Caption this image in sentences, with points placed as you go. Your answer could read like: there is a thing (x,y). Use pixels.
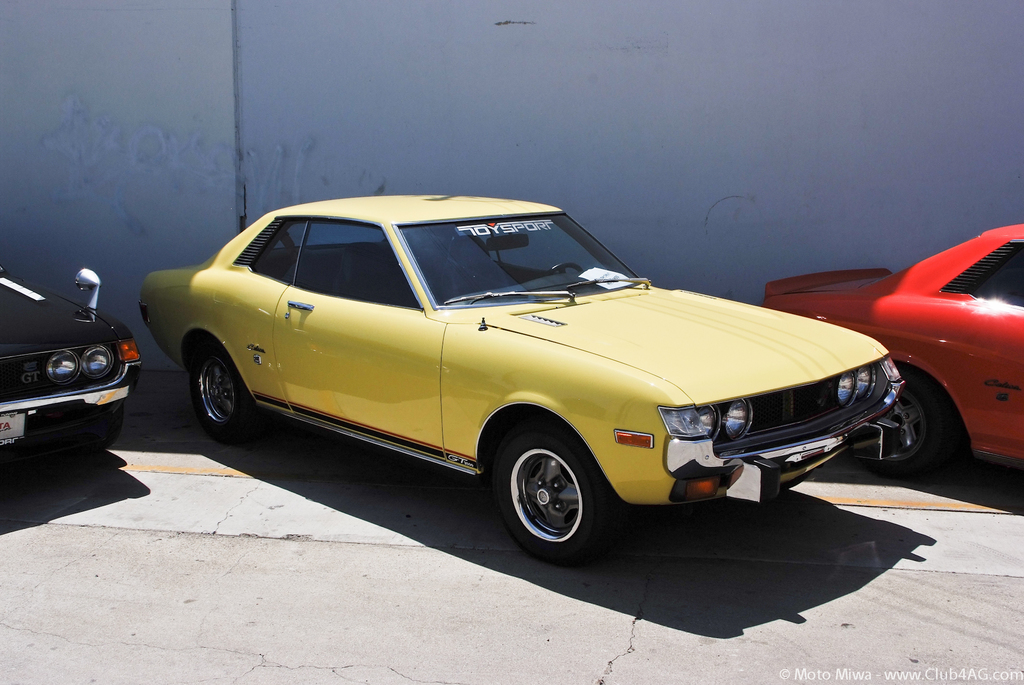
In this image I can see few cars (588,347) and here on this windshield (518,220) I can see something is written. I can also see watermark (1023,676) over here.
